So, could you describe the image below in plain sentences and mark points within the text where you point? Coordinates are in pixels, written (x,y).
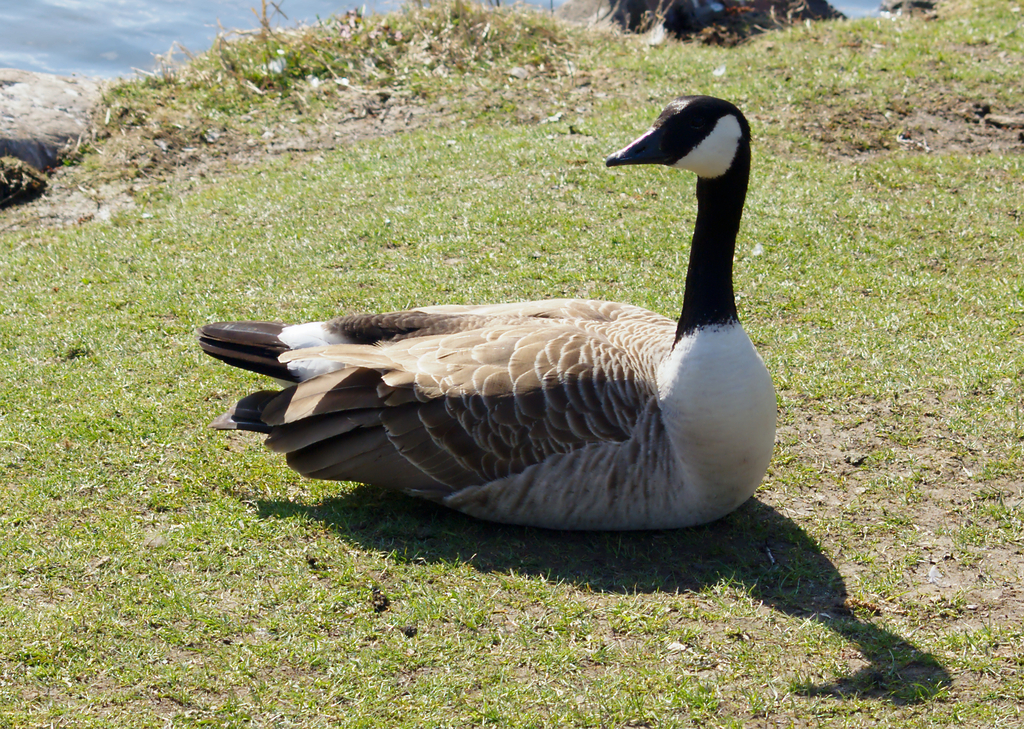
In the center of the image (485,370) there is a goose (453,413) on the grass (495,604). In the background (328,82) we can see water (296,15) and grass (221,74).
